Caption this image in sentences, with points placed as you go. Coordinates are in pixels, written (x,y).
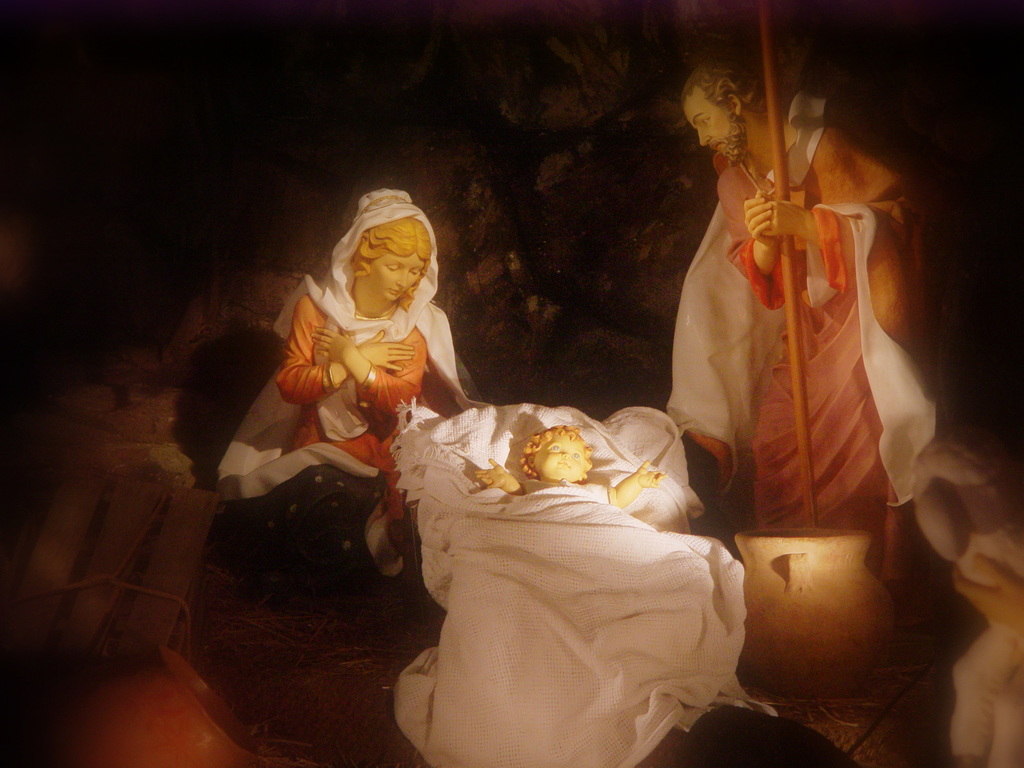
In the picture we can see a statue (763,269) of a man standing and holding a stick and near to him we can see a baby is laying on the white cloth (506,755) and beside the baby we can see a woman (283,428) sitting.
